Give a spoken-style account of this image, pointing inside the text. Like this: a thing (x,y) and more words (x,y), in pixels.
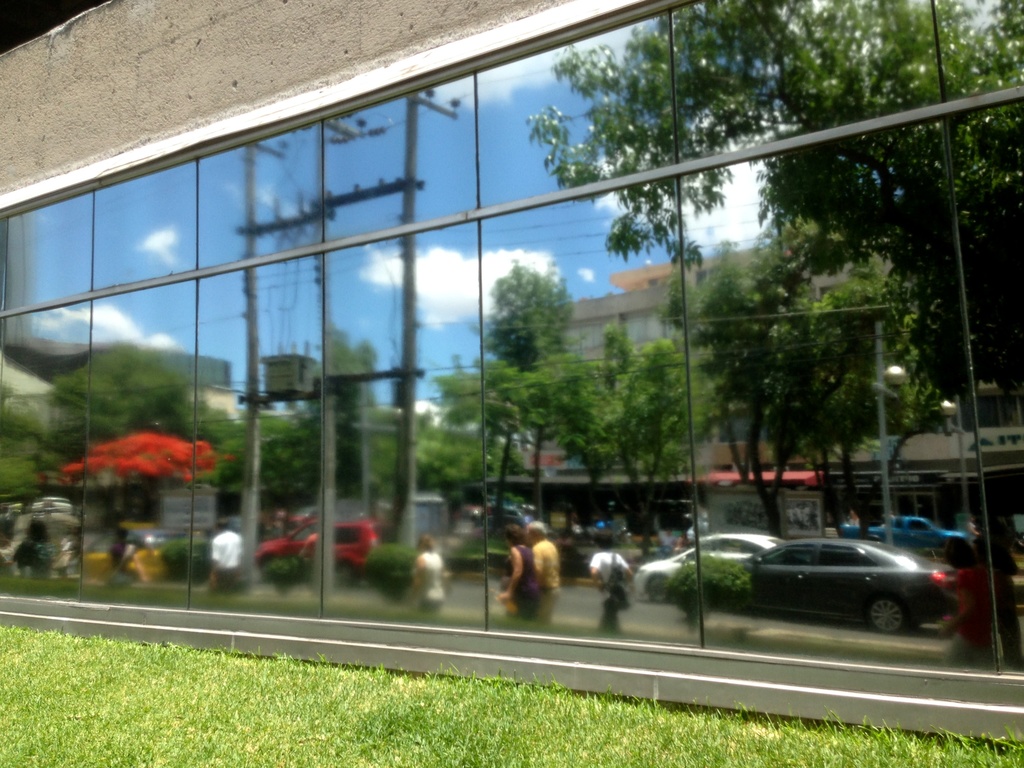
Here there are trees (807,374), cars (828,551), buildings (7,192) present. People (423,591) are walking, this is pole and a sky (538,218), this is grass (261,734).
